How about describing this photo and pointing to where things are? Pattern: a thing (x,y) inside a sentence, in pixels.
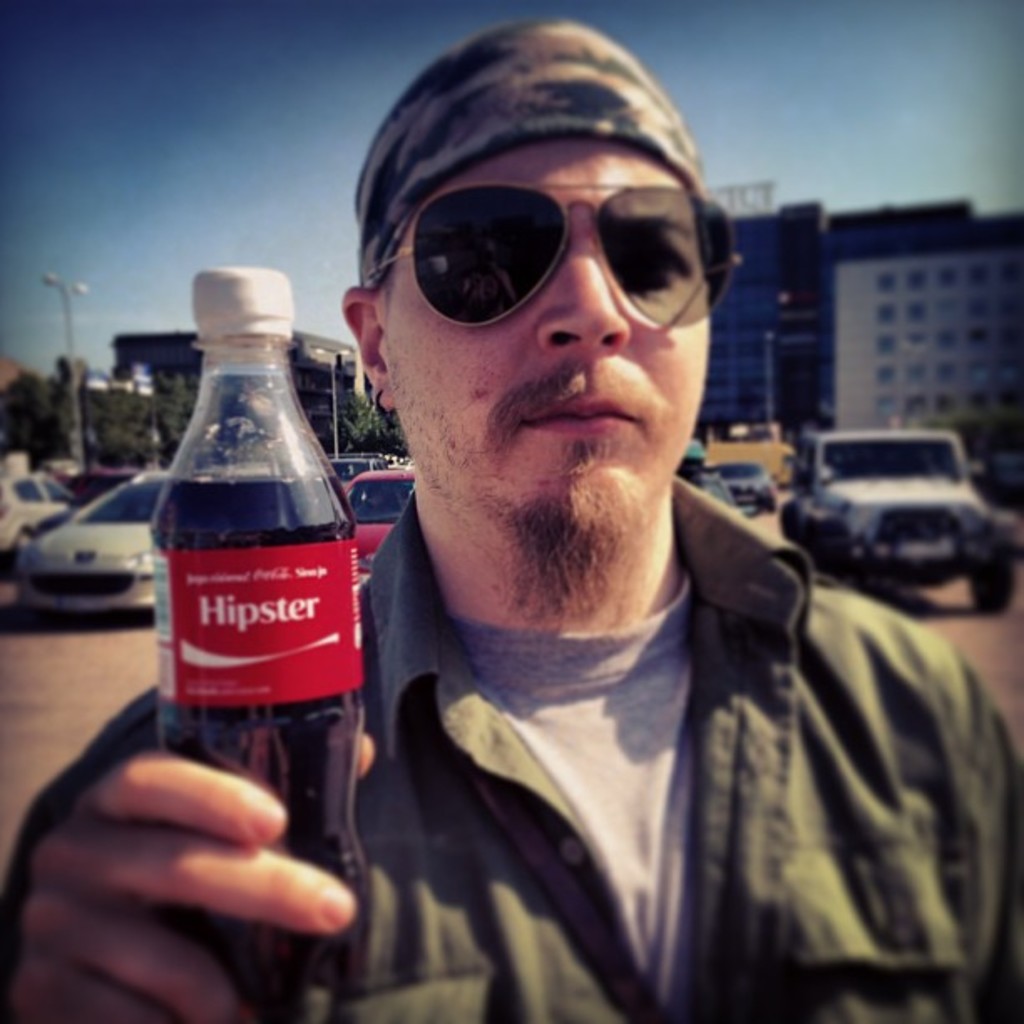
Here we can see a man (609,339) standing and holding a bottle (359,671) in his hands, and at back (908,500) here are the cars (709,466), and here is the building (895,246), and at above here is the sky (749,101).
